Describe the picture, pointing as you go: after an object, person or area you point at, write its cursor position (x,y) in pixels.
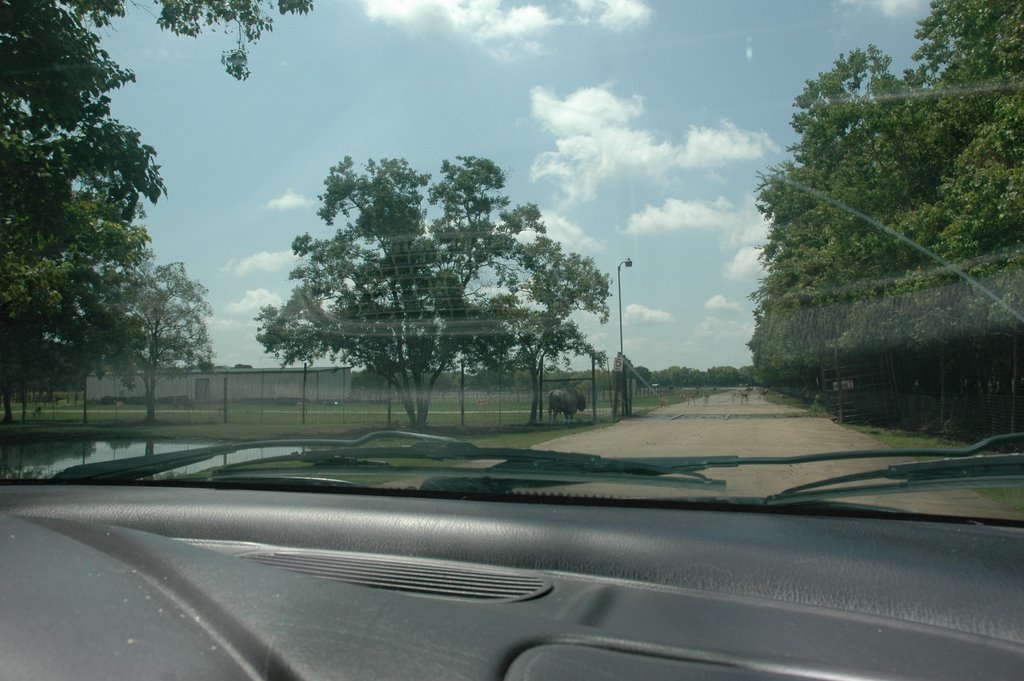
In this image we can see car mirror (402,488), dash board (619,545), wiper (603,480) and in the background of the image (904,305) there are some trees (429,386), walkway (687,446), animals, fencing (539,413) and sunny sky (651,132).
